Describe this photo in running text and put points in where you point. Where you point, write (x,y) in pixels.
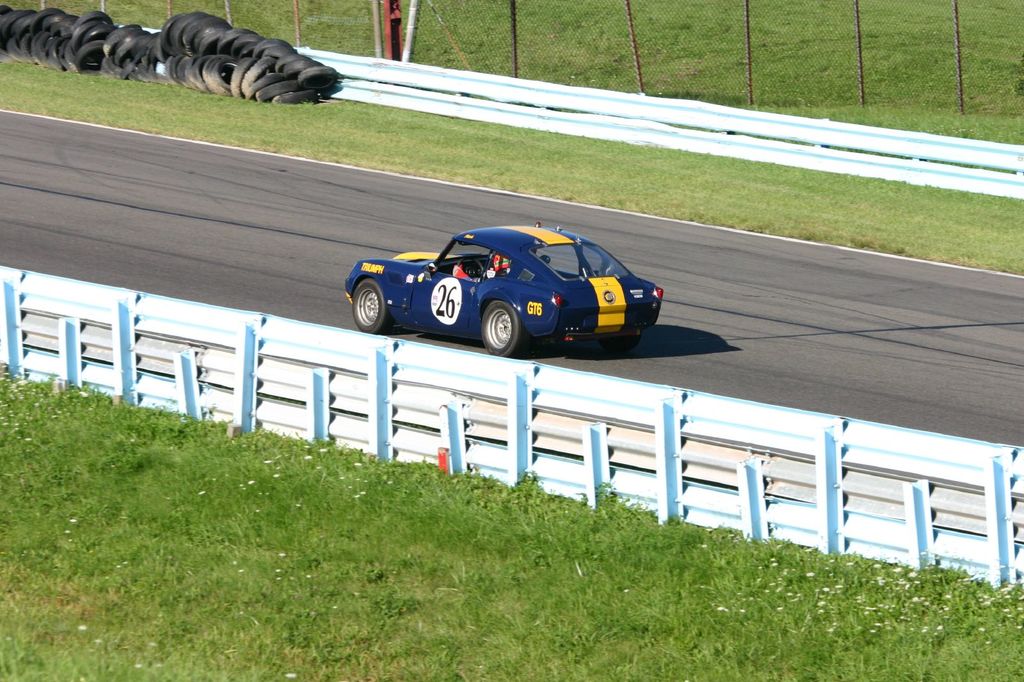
In this image we can see a car (483,330) on the road (652,262). We can also see a fence (437,418), grass (393,561), plants (640,623), a group of tires (69,46), a pole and a metal fence (618,89).
